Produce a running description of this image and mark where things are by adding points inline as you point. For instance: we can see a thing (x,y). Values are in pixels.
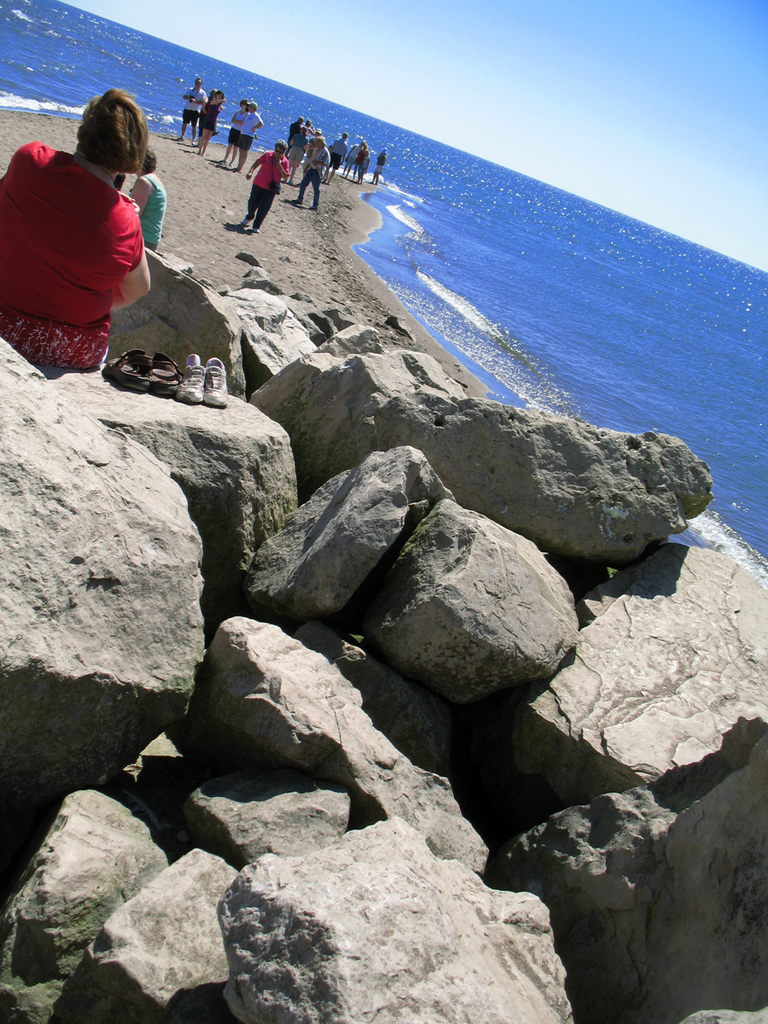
In this image we can see rocks (82,527) and this person (146,276) is sitting on it. Here we can see footwear (217,365), people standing on the sand (214,253), we can see water (396,270) and the blue sky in the background (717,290).
